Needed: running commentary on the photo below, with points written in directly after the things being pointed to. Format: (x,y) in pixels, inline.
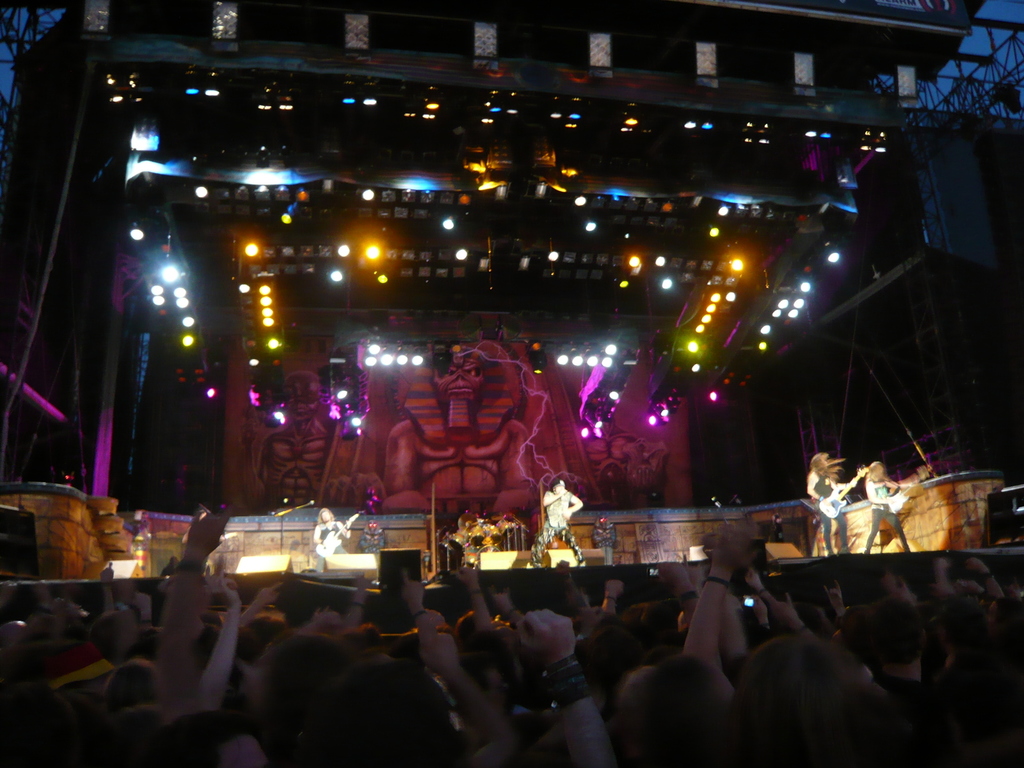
In this image I can see number of persons (458,657) and in the background (627,547) I can see the stage (639,557) and on the stage (587,547) I can see few persons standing and holding musical instruments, few metal rods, few lights (490,47) and the dark sky (45,28).
